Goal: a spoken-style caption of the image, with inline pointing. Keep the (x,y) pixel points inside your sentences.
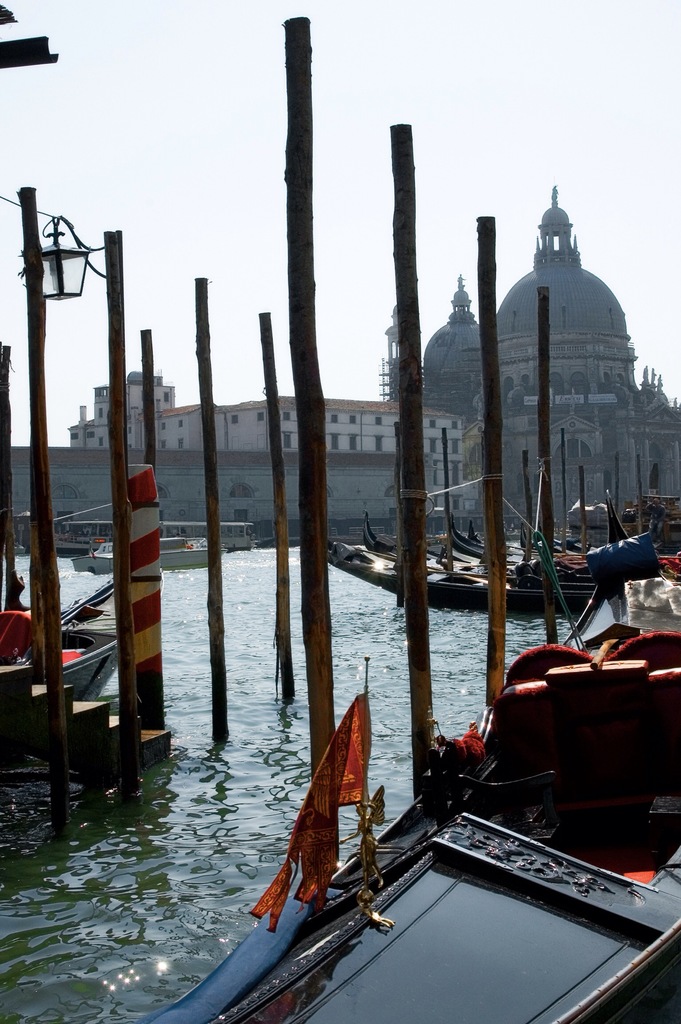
In this image we can see some boats (463,850) and wooden poles (320,453) in a water body (381,715). We can also see a street lamp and the flag (317,876). On the backside (468,453) we can see some buildings (461,458) with windows (289,435) and the sky (205,197) which looks cloudy.
